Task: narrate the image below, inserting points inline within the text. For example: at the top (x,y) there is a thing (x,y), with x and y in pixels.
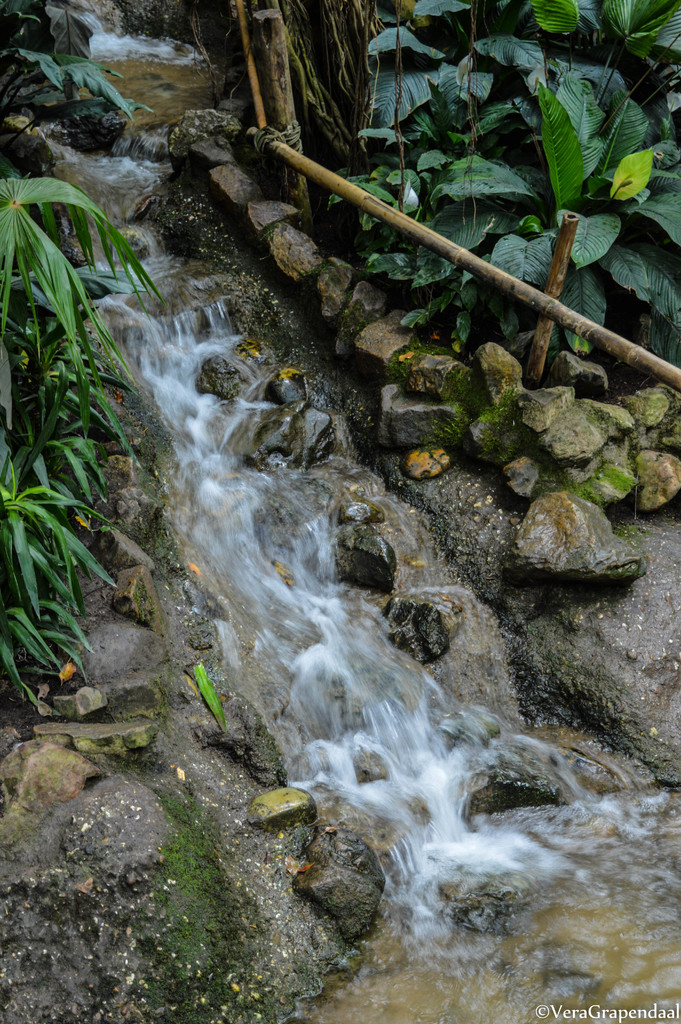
In this picture we can see a waterfall (293,506), rocks (276,377) and a fence (292,119). On the left (50,460) and right side of the image (455,299), there are plants (27,475). In the bottom right corner of the image (654,1012), there is a watermark (548,1013).
